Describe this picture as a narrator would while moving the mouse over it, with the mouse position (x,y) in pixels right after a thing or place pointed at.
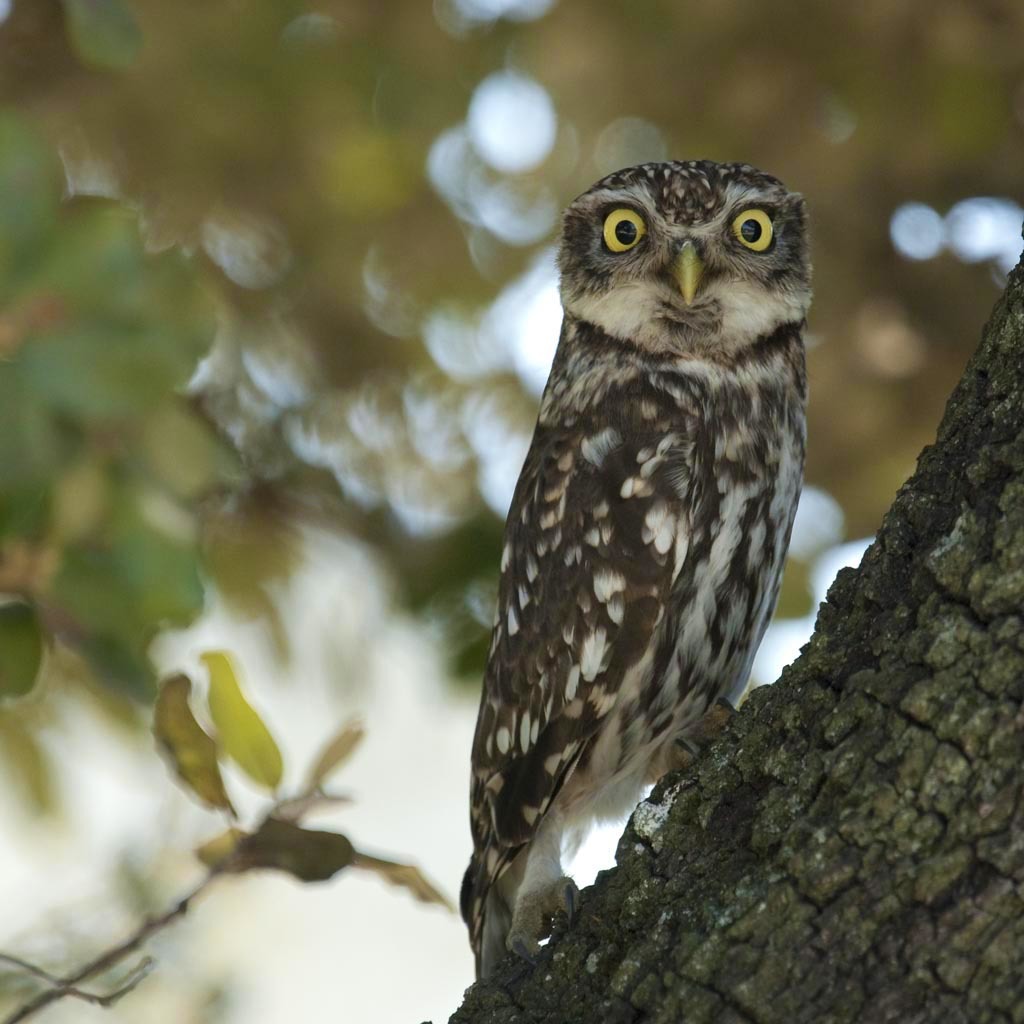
In this picture there is a brown and white color owl (558,519) with yellow eyes (607,226) sitting on the tree trunk (806,776) and looking into the camera. Behind there is a blur background (746,43).
